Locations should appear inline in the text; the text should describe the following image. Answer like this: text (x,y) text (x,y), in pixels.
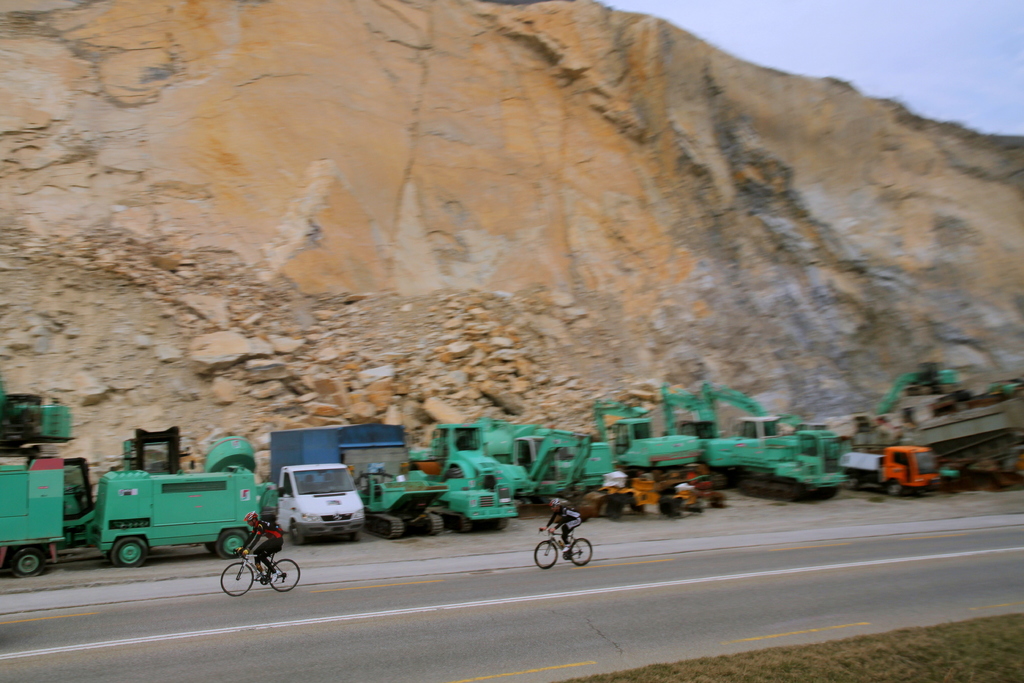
As we can see in the image there is a hill (503,196), two people (262,522) riding bicycles (241,552), vehicles (437,484) and sky (810,51).
